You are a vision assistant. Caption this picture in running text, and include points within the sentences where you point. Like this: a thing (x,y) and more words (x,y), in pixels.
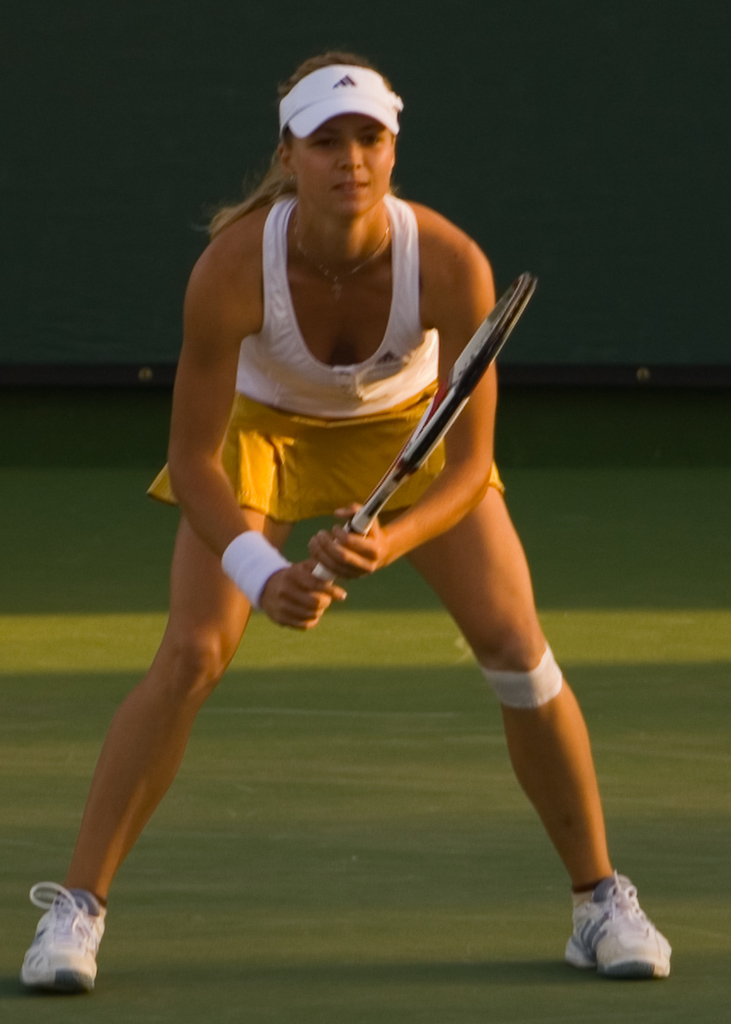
A beautiful woman (498,669) is playing the tennis, she wore white color top (407,398), cap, shoes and a yellow color short (443,463).
